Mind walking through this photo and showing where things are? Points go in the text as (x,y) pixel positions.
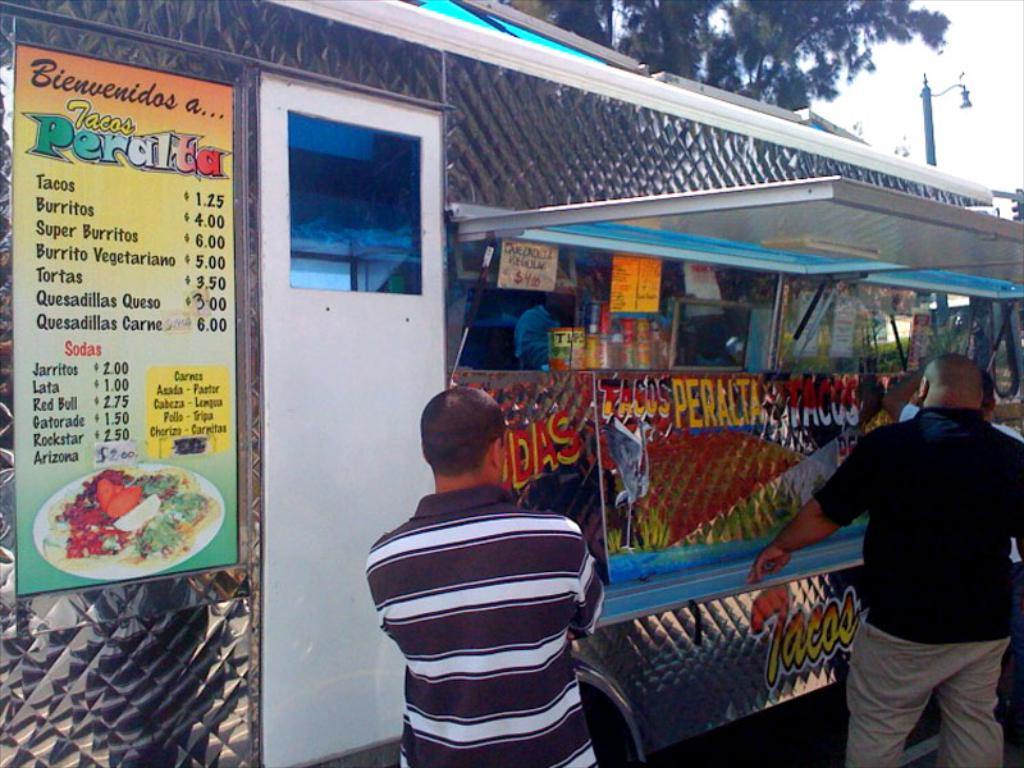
This image consists of a food truck (329,422). It is in silver color. To the left (154,367), there is a board (168,289). Beside that there is a door (333,397) in white color. At the bottom (486,667), there are three persons (808,528) standing.
